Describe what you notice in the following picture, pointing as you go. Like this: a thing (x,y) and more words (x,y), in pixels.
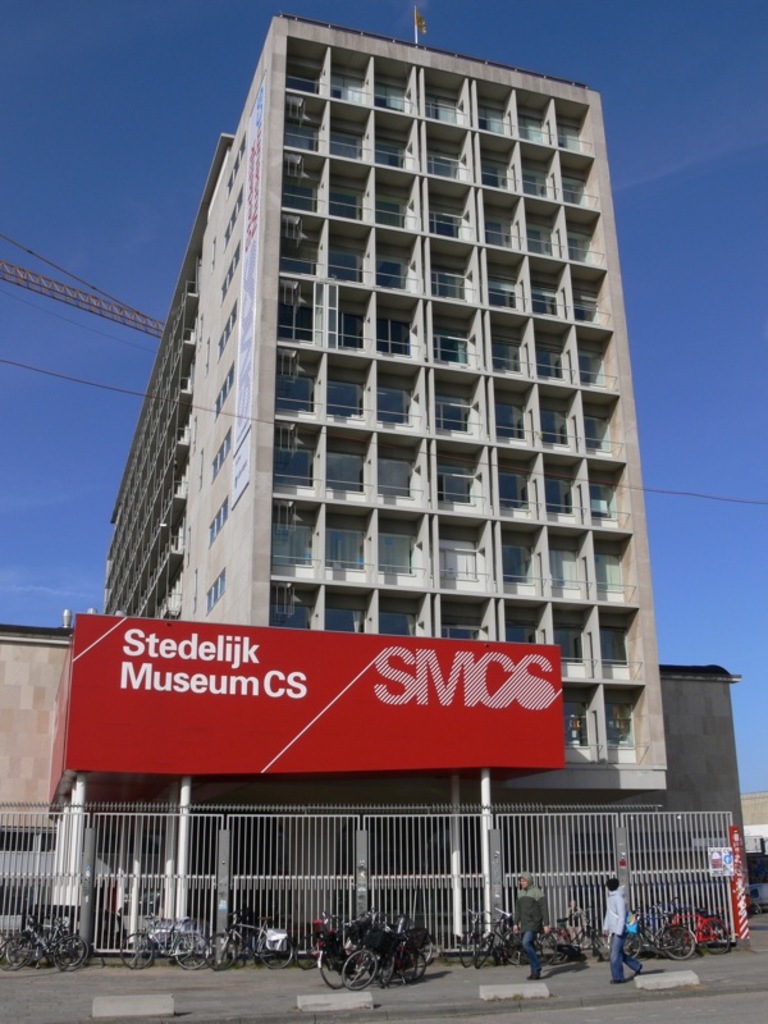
In this picture we can see a building (359,183). Here we can see red color board (317,635). On the bottom (58,943) we can see many bikes (363,936) standing near to the fencing (120,875). On the bottom right corner (527,907) there are two persons (619,943) walking on the street (173,989). On the top (683,81) there is a sky (644,66). On the left (30,249) there is a crane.
